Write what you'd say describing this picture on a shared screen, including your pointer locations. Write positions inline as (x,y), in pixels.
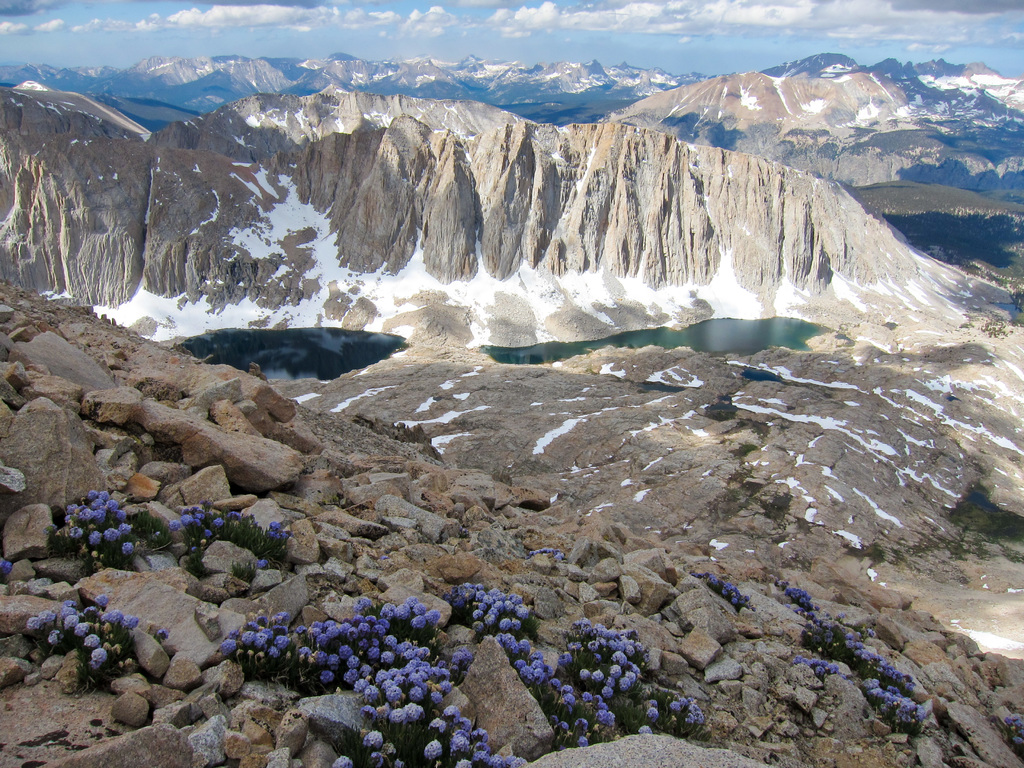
In this picture I can observe lake (275,355) in the middle of the picture (370,339). In the bottom of the picture (12,533) I can observe rocks (232,508). In the background (318,239) there are hills (343,179) and some clouds (272,5) in the sky (300,14).
